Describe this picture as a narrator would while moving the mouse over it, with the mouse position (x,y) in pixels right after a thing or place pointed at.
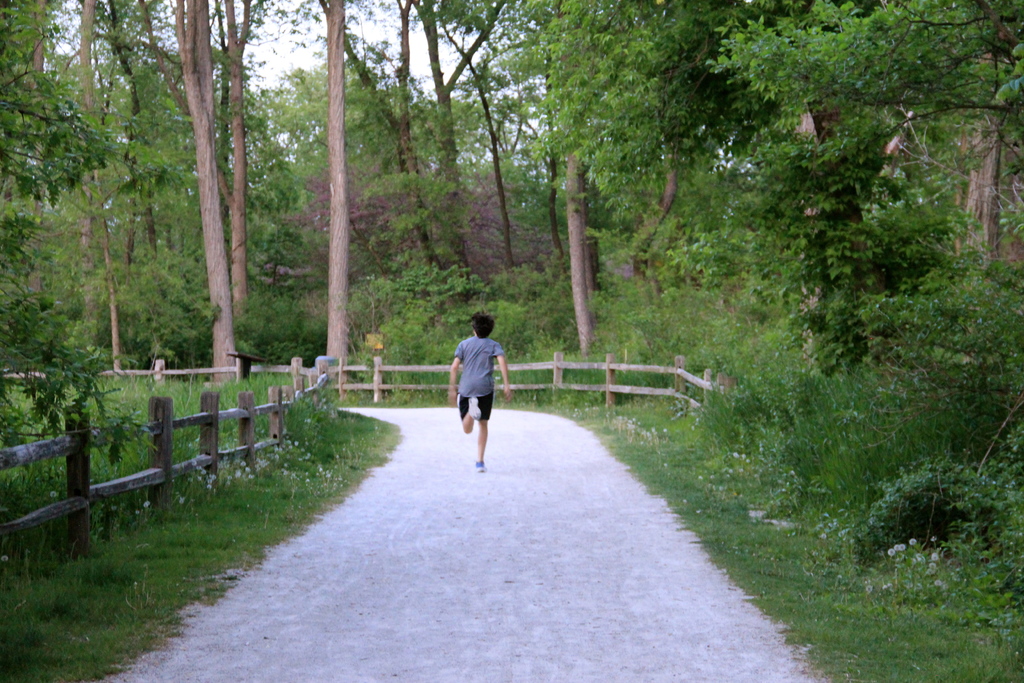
In this image, I can see a person (484,465) running on a pathway (453,450). There are trees (36,217), plants (762,443), grass (230,435) and wooden fences (313,389). In the background (255,5) there is the sky (308,23).
